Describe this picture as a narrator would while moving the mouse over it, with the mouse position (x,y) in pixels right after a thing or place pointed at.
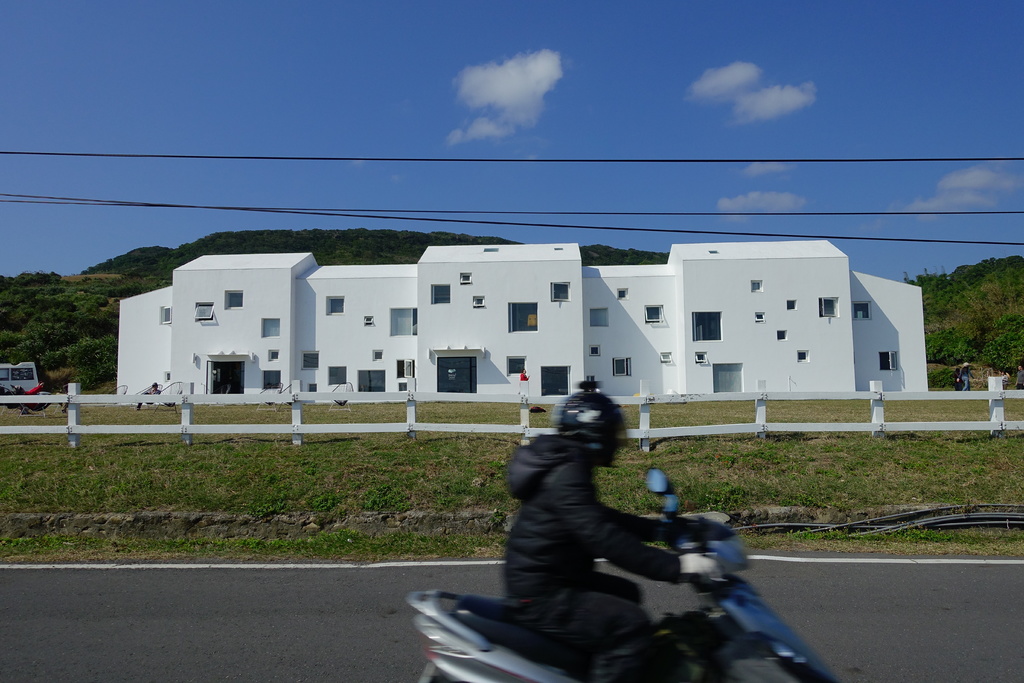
In this image we can see a person (670,580) wearing black coat (541,544) is riding the motorcycle (759,633) on the road (932,649). In the background (56,321) we can see building (339,306), group of trees (62,339), mountain (378,238) and a wooden fence (1011,427) and a cloudy sky (455,157).
